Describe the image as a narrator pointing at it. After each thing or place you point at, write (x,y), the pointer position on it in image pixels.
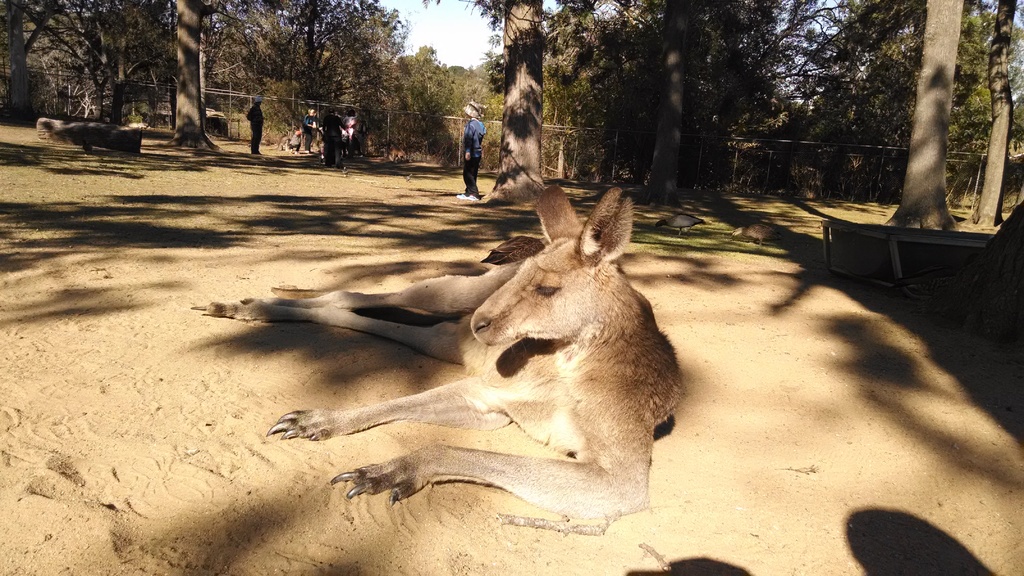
In this image we can see an animal (405,299) lying on the sand (699,270), birds (755,241) and persons (355,130) standing on the sand (198,299), benches (126,139), mesh fence (652,136), trees (415,76) and sky (458,27).
